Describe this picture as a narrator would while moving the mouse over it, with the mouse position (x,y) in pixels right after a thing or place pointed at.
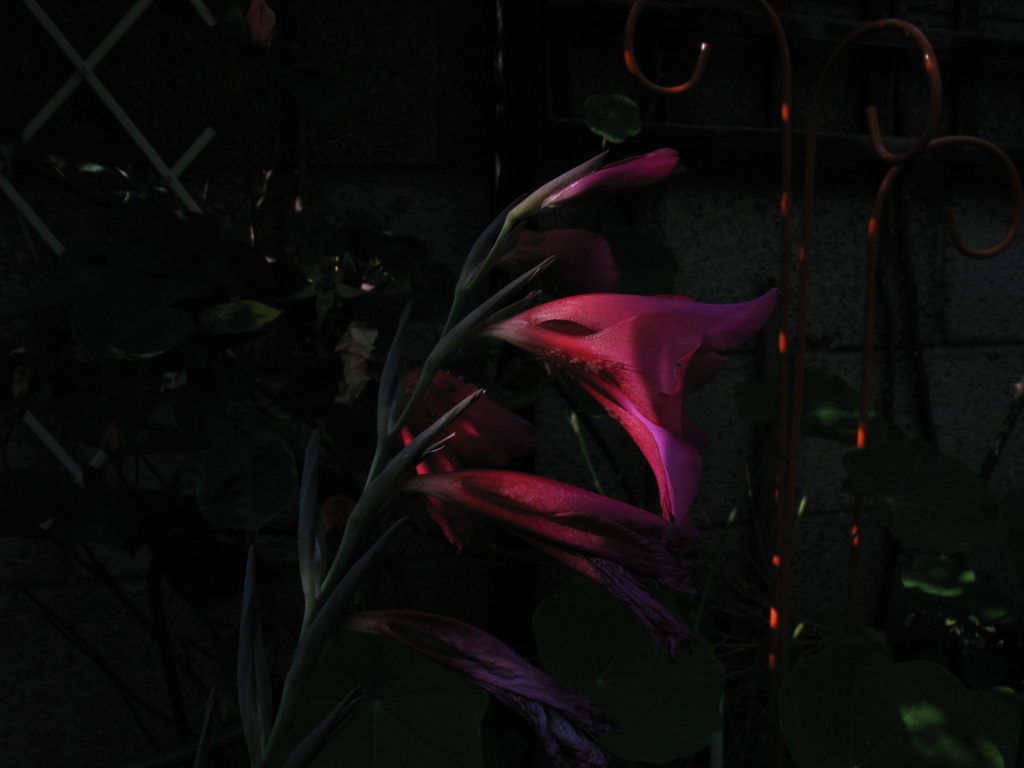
In this image I can see few flowers (594,318) in pink color and few green color leaves (164,308). I can see the wall (966,232) and the iron railing (838,41).
